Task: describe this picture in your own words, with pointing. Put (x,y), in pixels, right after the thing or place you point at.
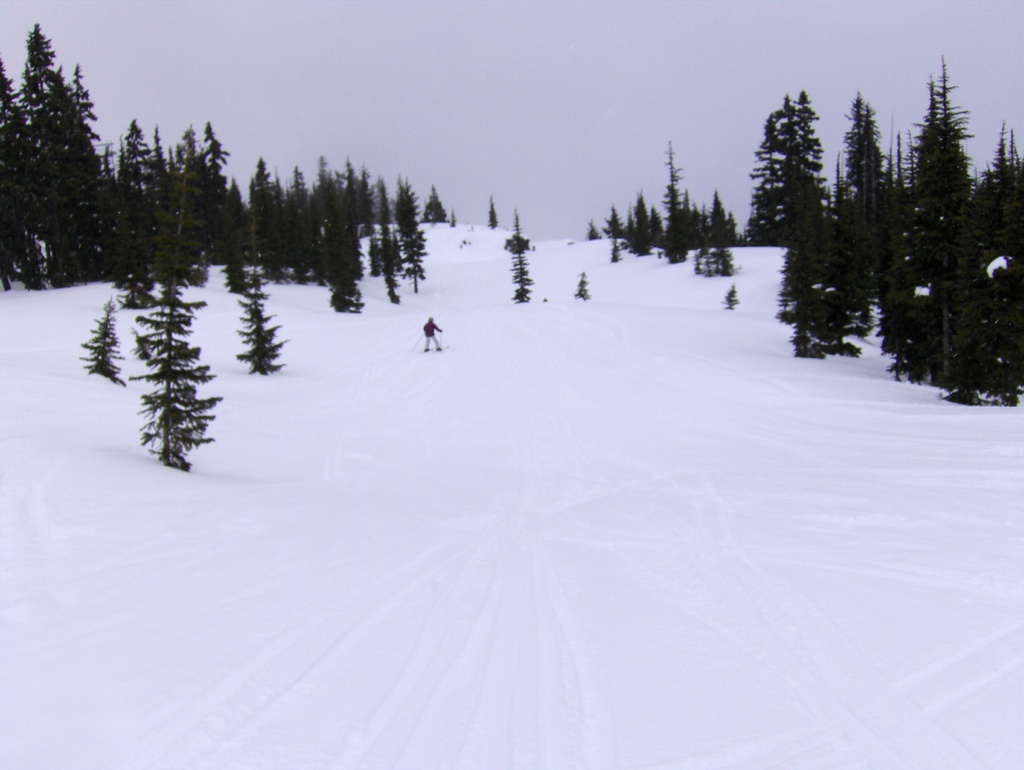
In this image we can see a person (429,331) wearing sweater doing ski on snow (338,405) using ski board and ski sticks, we can see trees (420,276) on left (147,265) and right side of the image (800,224) and top of the image (625,224) there is grey sky (609,179).
